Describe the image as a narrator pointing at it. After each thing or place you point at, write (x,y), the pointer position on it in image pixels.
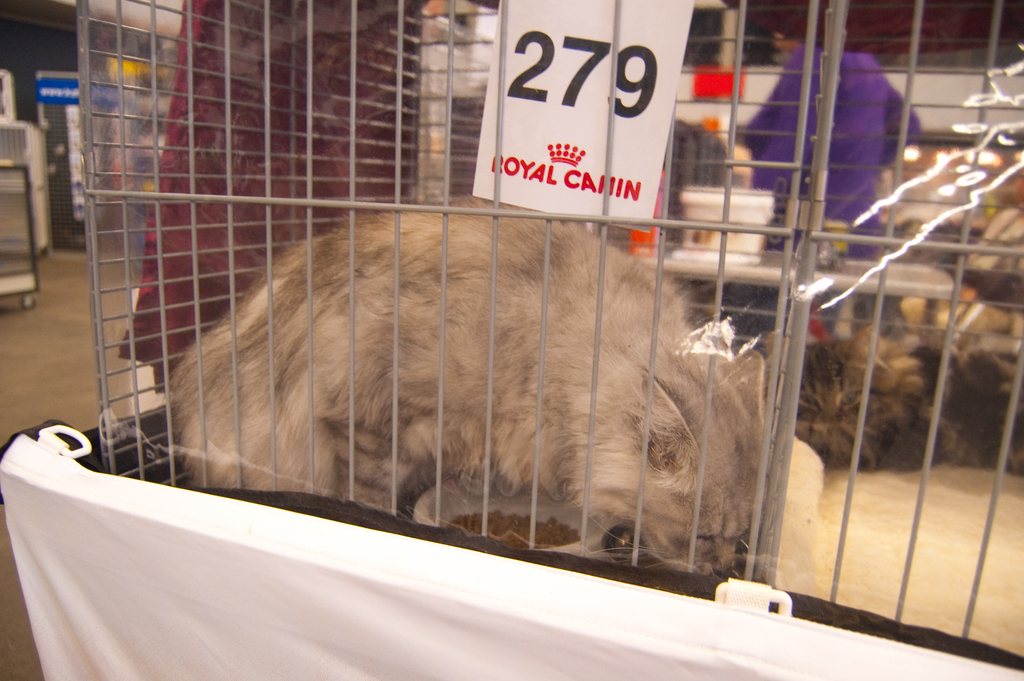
In this image there are few animals (588,435) in the cage (795,372) having a tag (530,154) to it. On the tag (582,176) there is some text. Behind the cage (795,304) there is a table (856,269) having few objects (638,242) on it. Behind the table (901,276) there is a person (868,128) standing. Left side (10,281) there is a trolley (25,282) on the floor (30,324). Behind there are few objects (78,163).
